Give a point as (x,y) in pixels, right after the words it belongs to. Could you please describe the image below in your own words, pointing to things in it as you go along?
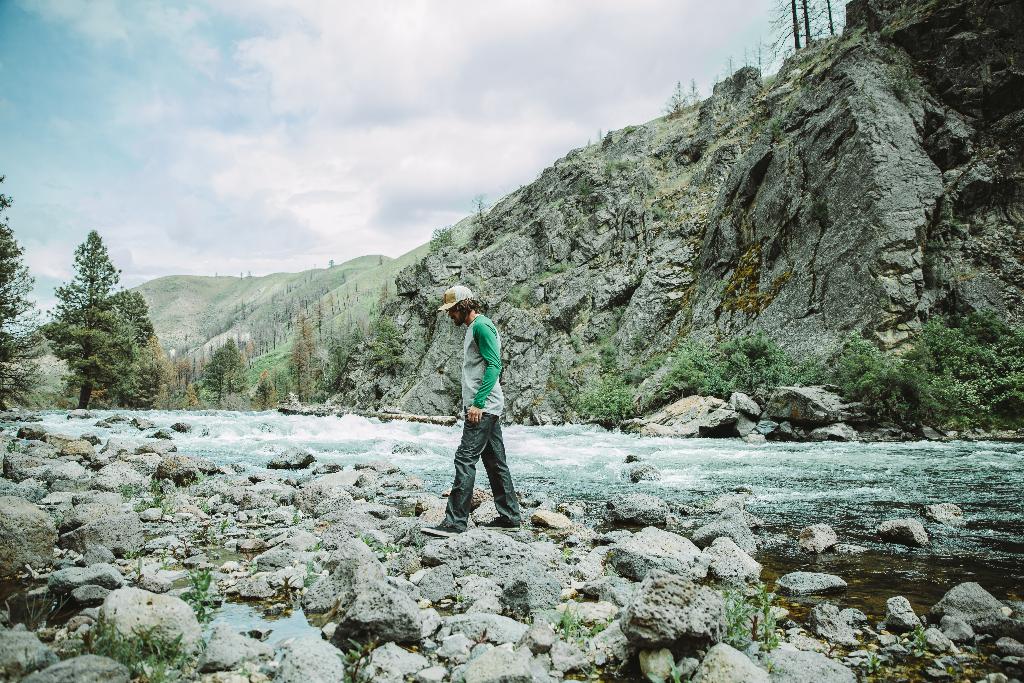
Here we can see a man (496,415) walking on the stones (246,564) which are on the ground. In the background (327,259) we can see water (196,427), trees (210,401), mountains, rocks (525,339) and clouds (277,130) in the sky (435,226).
